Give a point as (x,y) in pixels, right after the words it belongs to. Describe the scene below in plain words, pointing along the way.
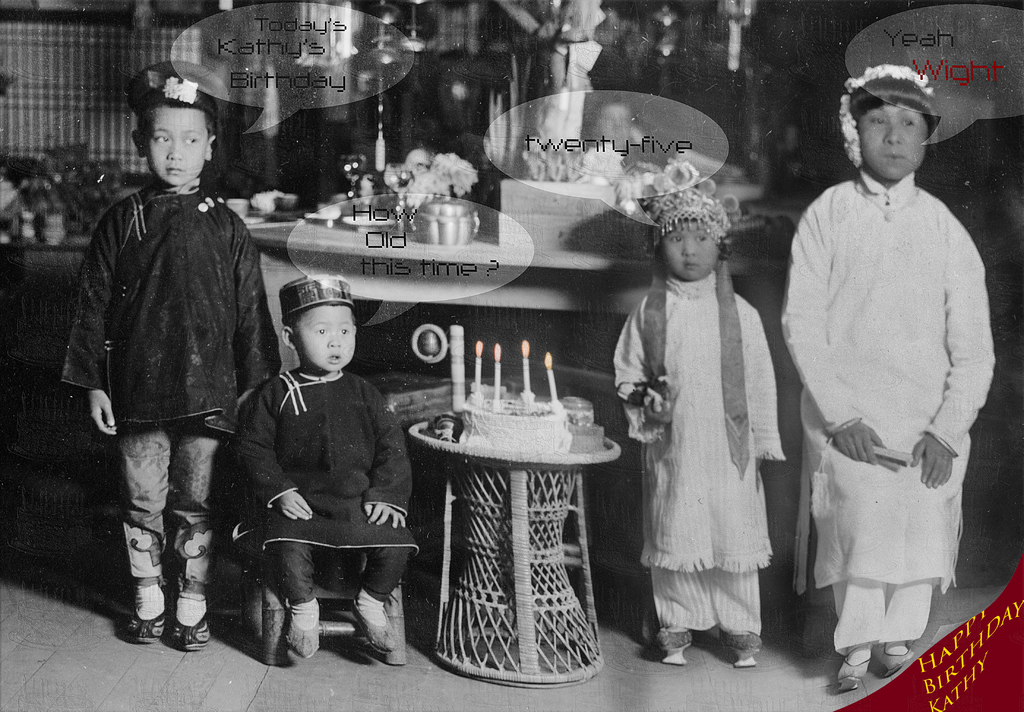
In this picture we can see four children's (354,466) where three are standing and one (319,478) is sitting and beside to them we have cake (495,427) with candles (554,389) on stool (512,482) and in background (582,53) we can see table (534,263), ribbon (574,81) and this is a black and white picture.
